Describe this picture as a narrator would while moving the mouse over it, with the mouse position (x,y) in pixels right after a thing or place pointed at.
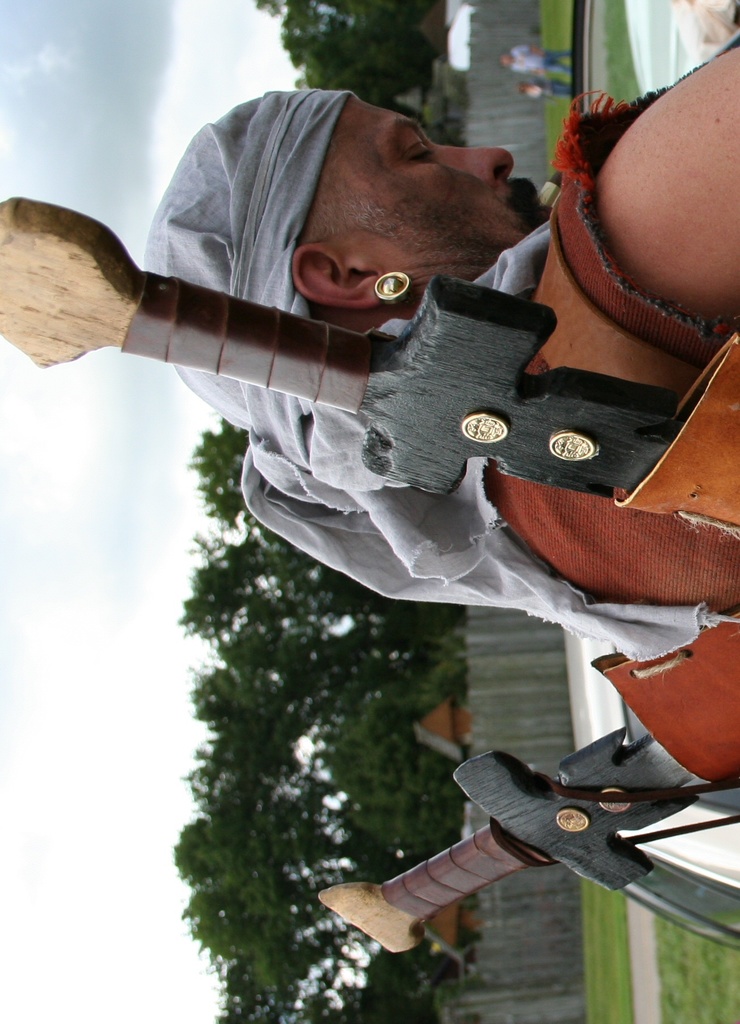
In this picture we can see a man (648,519) in the front (587,331), he is carrying two swords (640,418), at the right bottom (718,991) there is grass (694,958), in the background (524,676) we can see fencing (541,633) and trees (391,618), there are two persons (547,65) at the top of the picture (543,72), we can see the sky (129,524) on the left side of the picture (104,541).
